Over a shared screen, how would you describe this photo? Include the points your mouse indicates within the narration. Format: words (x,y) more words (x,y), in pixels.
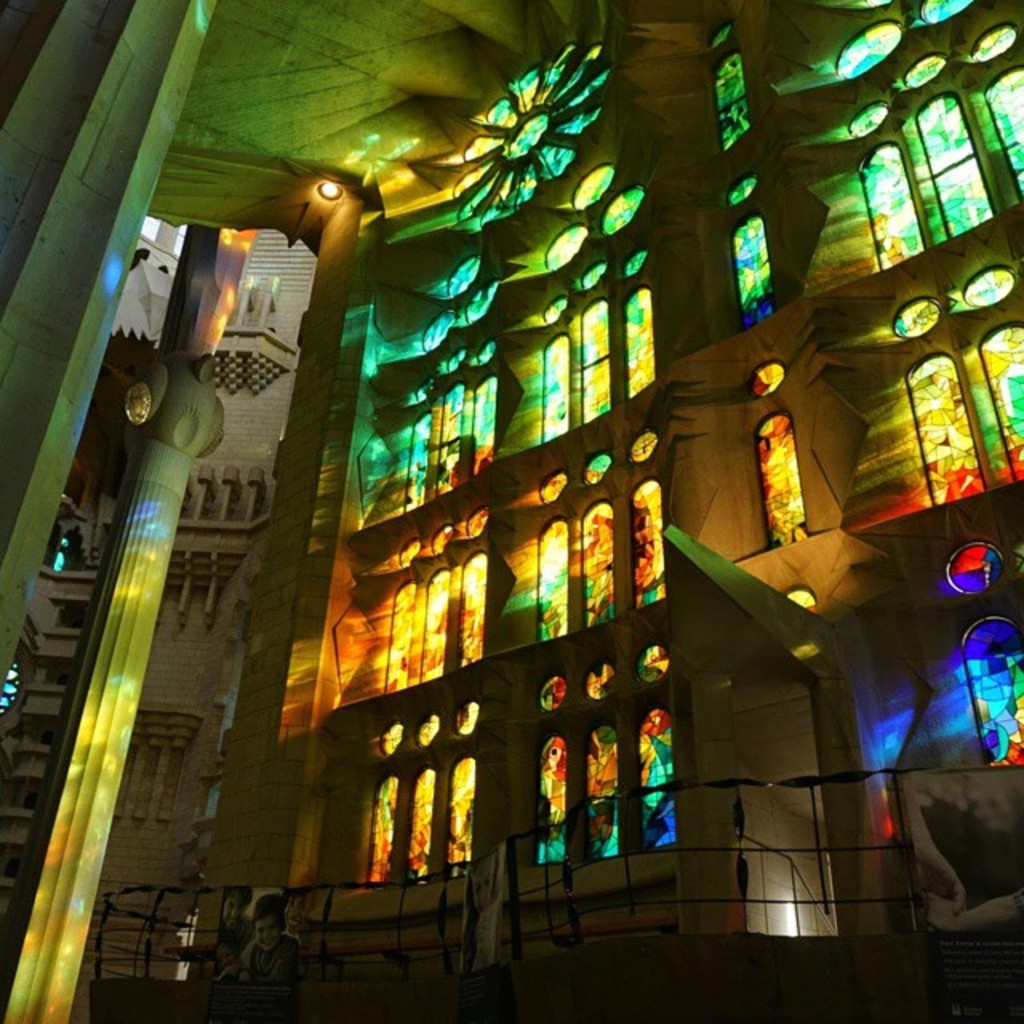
In this image I can see a building (241,697) which has stained glasses (1005,89) and a fence (819,871) in front of it. There is a pillar (186,343) on the left (23,885).
